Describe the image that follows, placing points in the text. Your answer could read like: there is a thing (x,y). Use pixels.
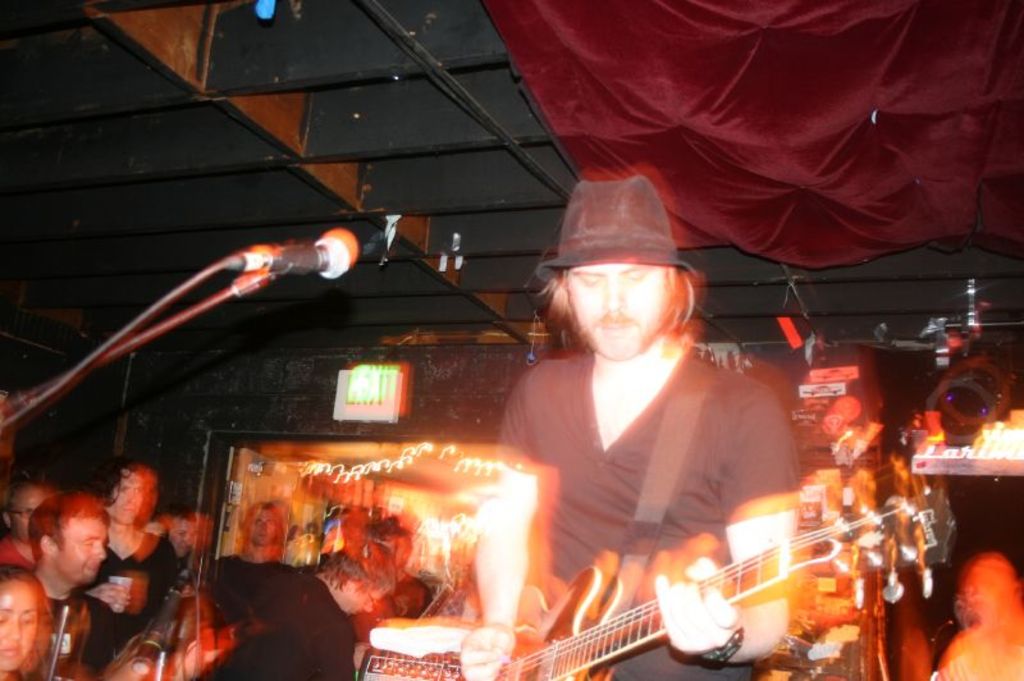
In this image I see a man (634,195) who is holding the guitar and he is in front of a mic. In the background (336,636) I see lot of people (330,650).
